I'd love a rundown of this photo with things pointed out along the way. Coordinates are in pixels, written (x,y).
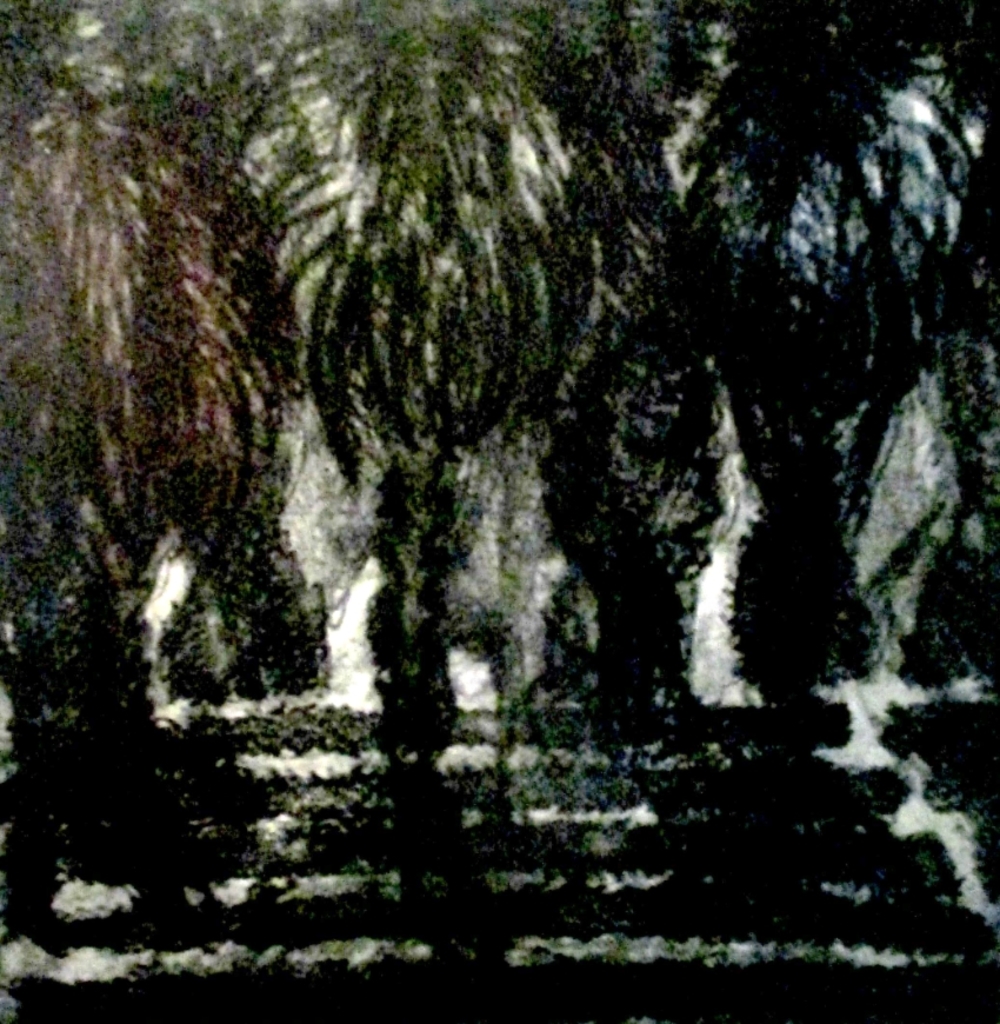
In this picture we can see some trees (664,455) here.
